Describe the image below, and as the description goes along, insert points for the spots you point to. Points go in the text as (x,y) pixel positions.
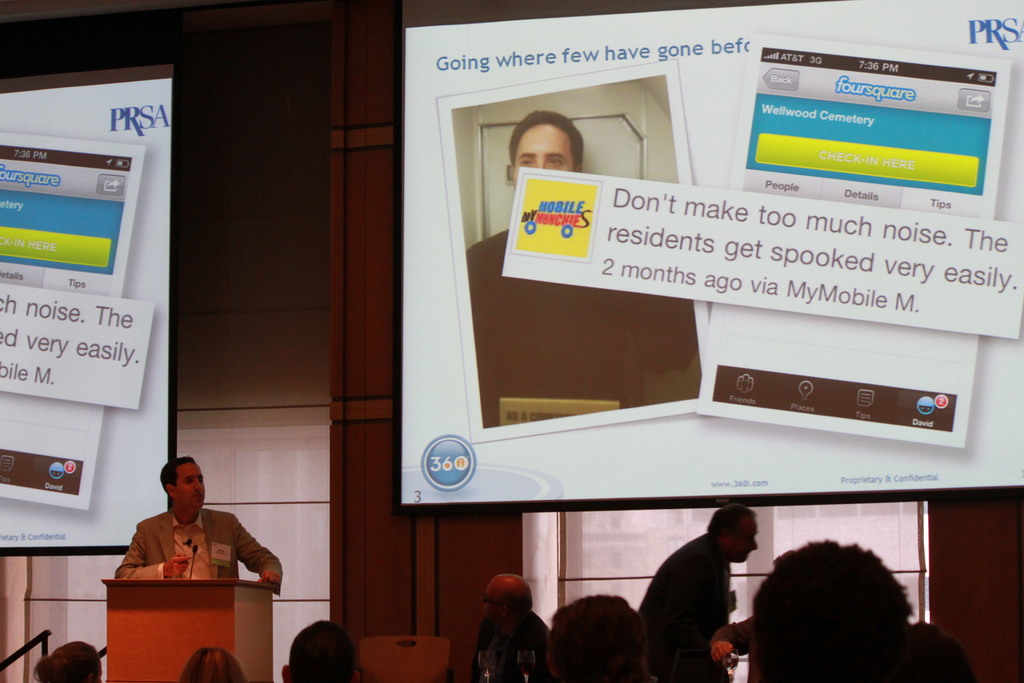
In this image I can see few persons (562,655) and a person (167,560) wearing shirt (185,536) and blazer (151,553) is standing behind the podium (184,592) and a microphone (197,550) on the podium (179,579). In the background (162,498) I can see two huge screens (138,356) and a person (719,545) standing.
